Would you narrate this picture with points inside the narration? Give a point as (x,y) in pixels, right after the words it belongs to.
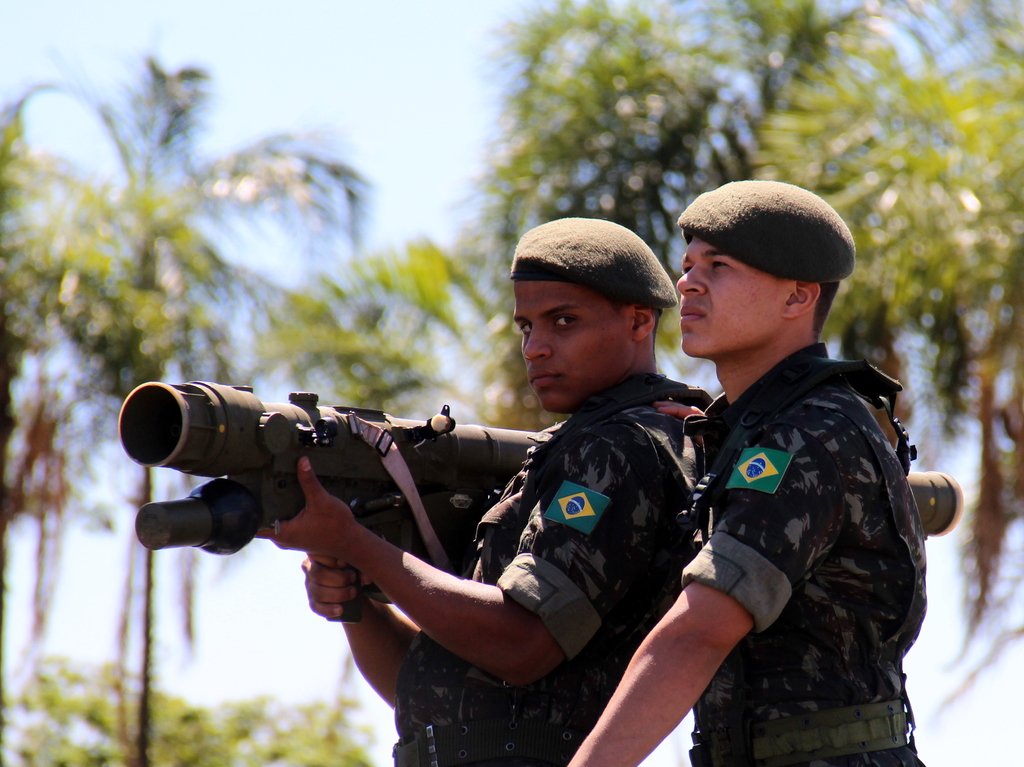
In this image, there are two men (676,458) standing and they are wearing uniforms (627,491), at the background (672,225) there are some green color trees (672,224), at the top (221,233) there is a sky (397,106).
